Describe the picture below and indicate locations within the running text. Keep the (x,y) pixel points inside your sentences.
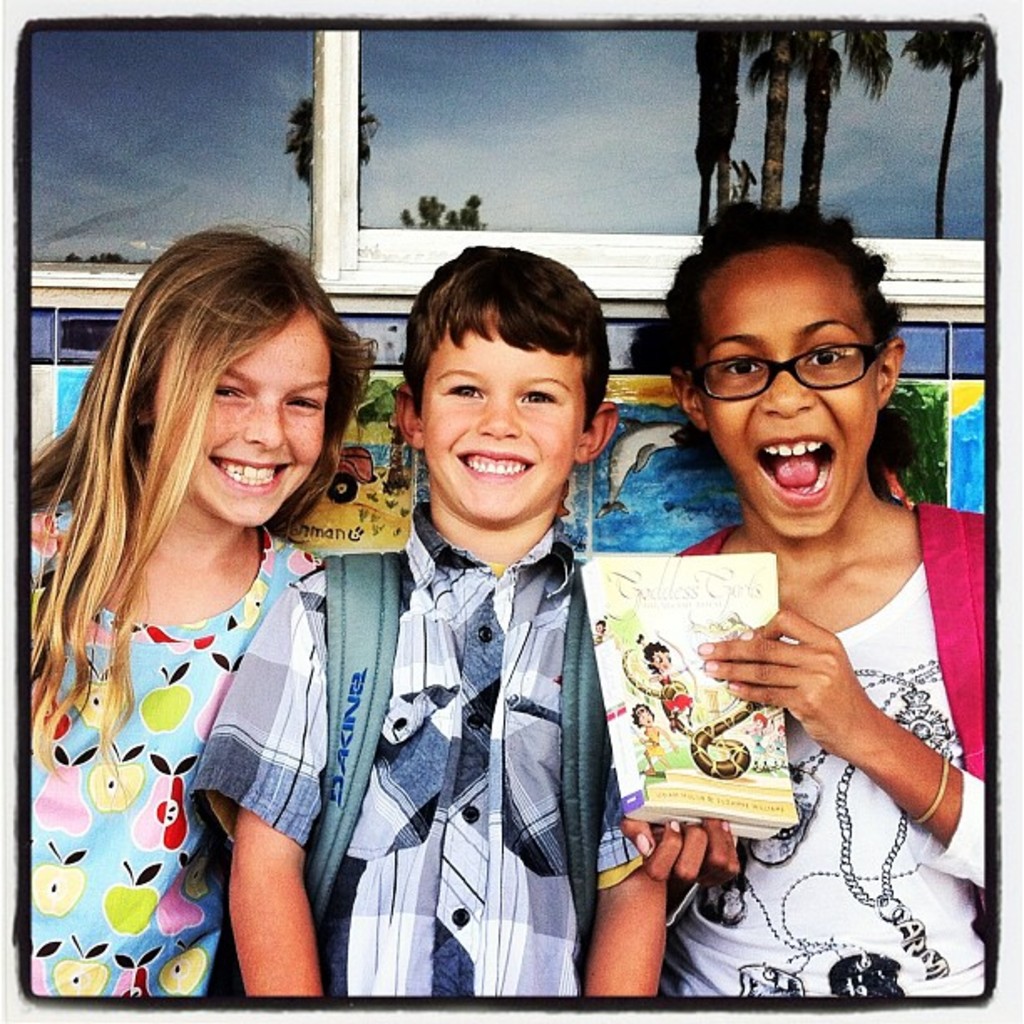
In the middle (575,442) a boy (548,802) is standing, he wore a shirt (425,880). On the right side (754,366) a girl (960,761) is smiling and also holding a book (710,699) in her hands (811,695). On the left side (171,735) a girl (189,624) is also smiling, she wore blue color t-shirt (110,818).
